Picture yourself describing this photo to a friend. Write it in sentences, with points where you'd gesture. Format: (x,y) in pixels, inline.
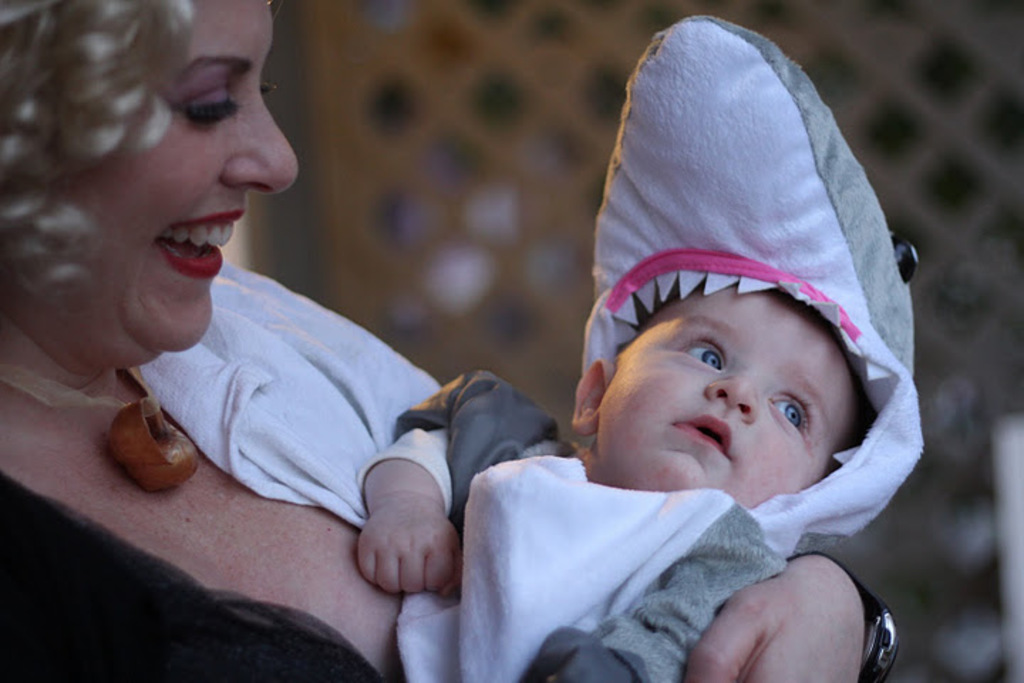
In this image we can see few persons (424,538). There is a blur background (955,629) in the image.
